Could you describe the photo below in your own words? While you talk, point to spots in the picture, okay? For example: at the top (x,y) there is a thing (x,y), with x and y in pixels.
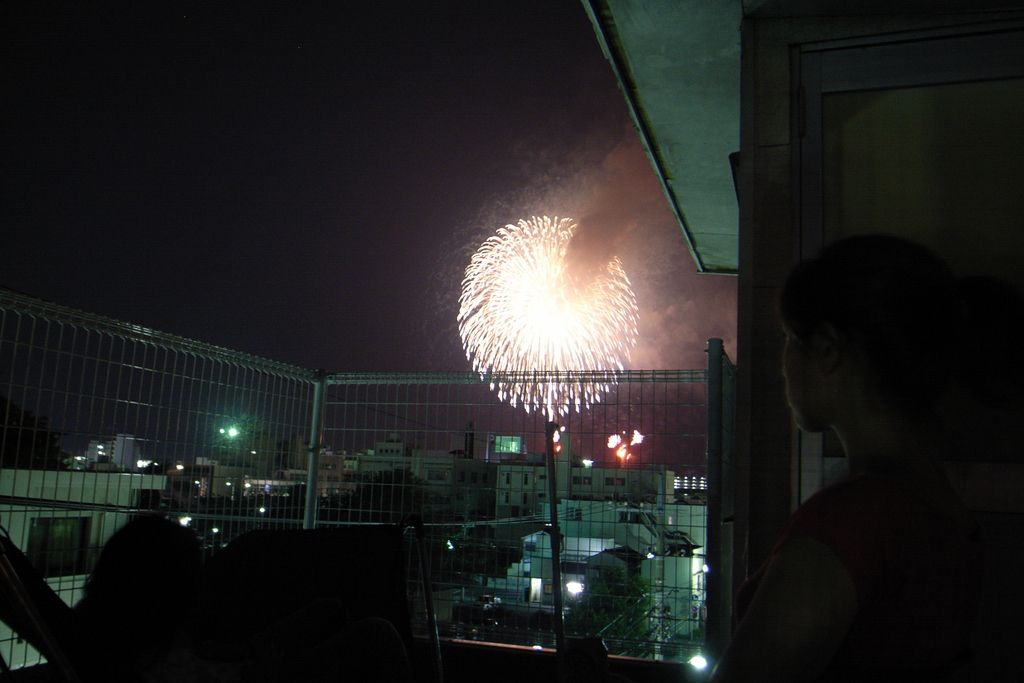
In this image in the front (245,564) there are persons (818,542). In the center (660,443) there is a fence (530,512), in the background (514,439) there are buildings (441,470) and there are lights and in the air (593,264) there is a cracker (533,313) burning.
